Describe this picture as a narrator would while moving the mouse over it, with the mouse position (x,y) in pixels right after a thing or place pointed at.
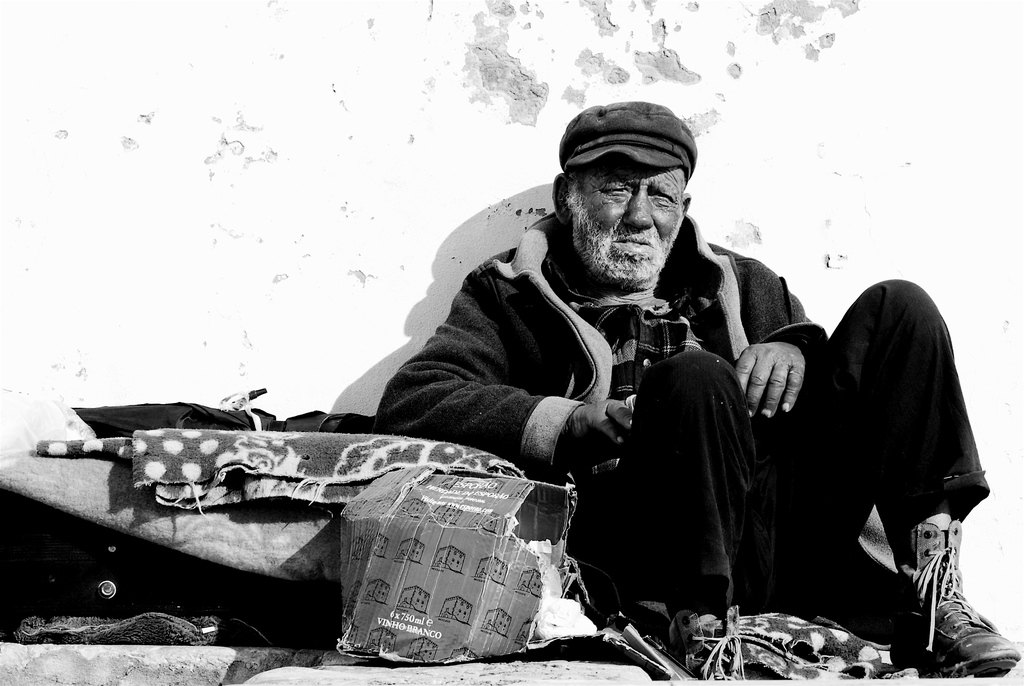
In the image in the center, we can see one man (652,514) sitting. And we can see boxes (414,515), blankets (191,515) and few other objects (29,516). In the background (104,257) there is a wall (980,59).
